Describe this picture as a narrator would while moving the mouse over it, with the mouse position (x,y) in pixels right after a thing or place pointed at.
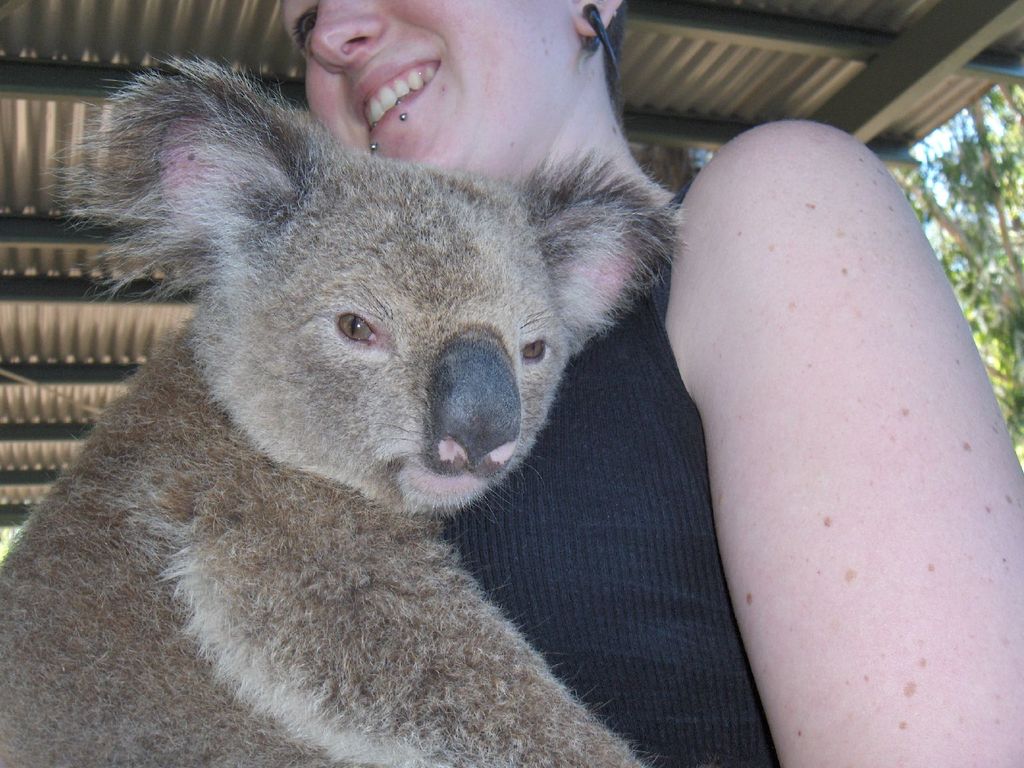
In the foreground of this image (273,580), there is koala (287,582) and a woman (687,494) under the shed like structure (839,22) and in the background (1003,176), there are trees (977,204).
